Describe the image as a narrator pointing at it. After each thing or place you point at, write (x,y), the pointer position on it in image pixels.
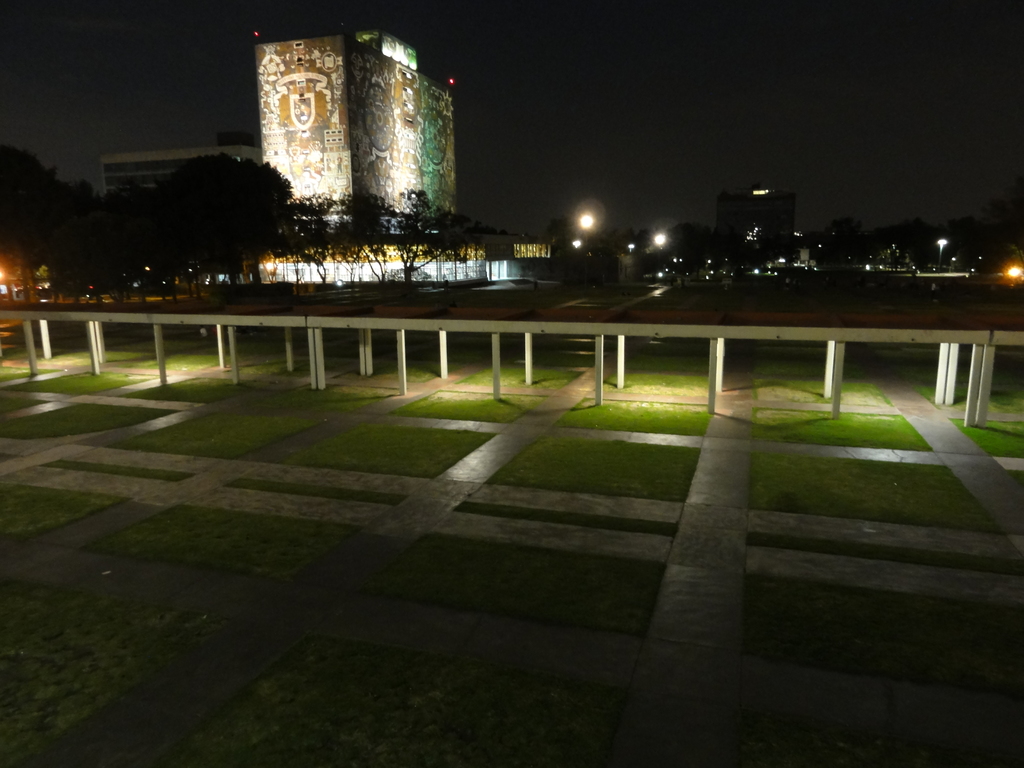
This picture shows few buildings (368,107) and trees (246,166) and we see lights (769,268) and grass (646,496) on the ground (197,418).
